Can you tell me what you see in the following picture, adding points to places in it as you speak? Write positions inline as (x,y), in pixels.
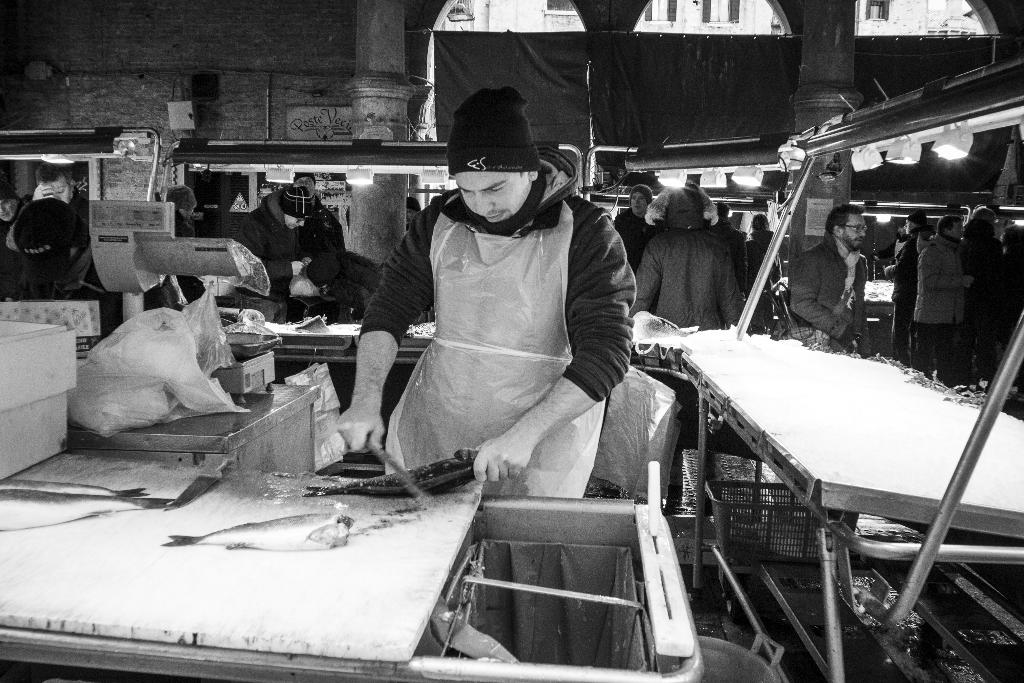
In this image we can see there is a man (488,334) with apron (477,328) standing and cutting fish (261,542), behind him there are so many other people (967,290) standing in group (895,272) behind the machines (750,397).
